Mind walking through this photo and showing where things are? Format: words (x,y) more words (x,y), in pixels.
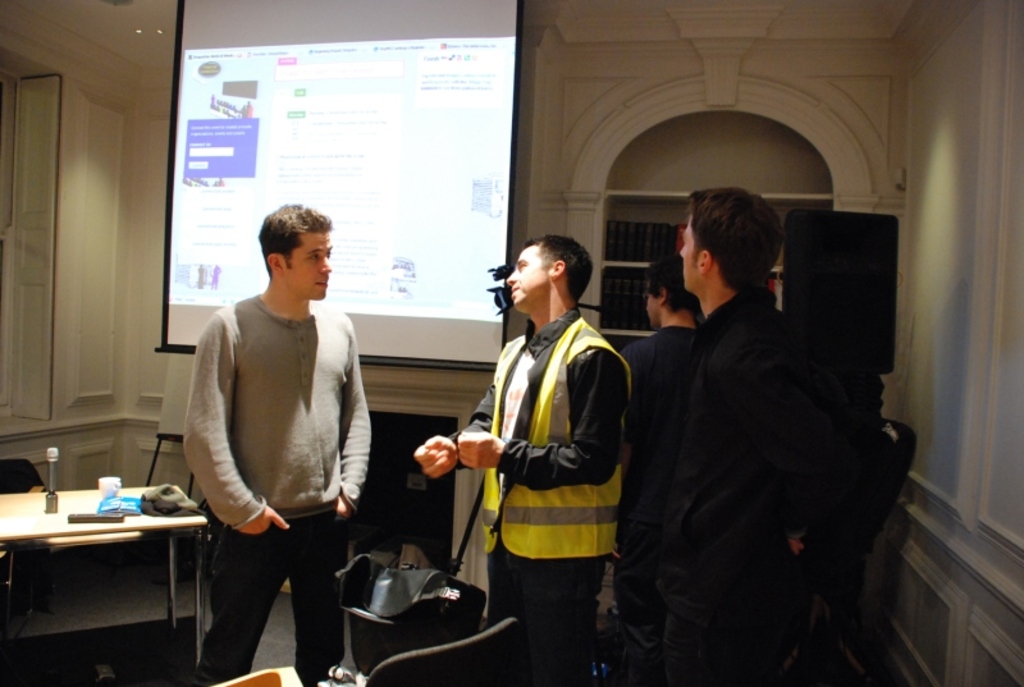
In a room (627,472), there are four men (648,429) and two of the men (337,477) are talking to each other. Behind these two people (478,459) there is a projector (270,102), beside the projector (496,81) there is a speaker (817,276) and behind the speaker (866,312) there are many shelves (665,252) and some books (619,253) are placed in that shelves (612,267), in between the room (49,568) there is a table (45,521) and on the table (60,504) some objects (119,509) are placed, around the table (24,505) there are some chairs (23,564) and in the background (83,173) there is a wall (63,364) and beside the wall (79,144) there is a white window (28,285).
